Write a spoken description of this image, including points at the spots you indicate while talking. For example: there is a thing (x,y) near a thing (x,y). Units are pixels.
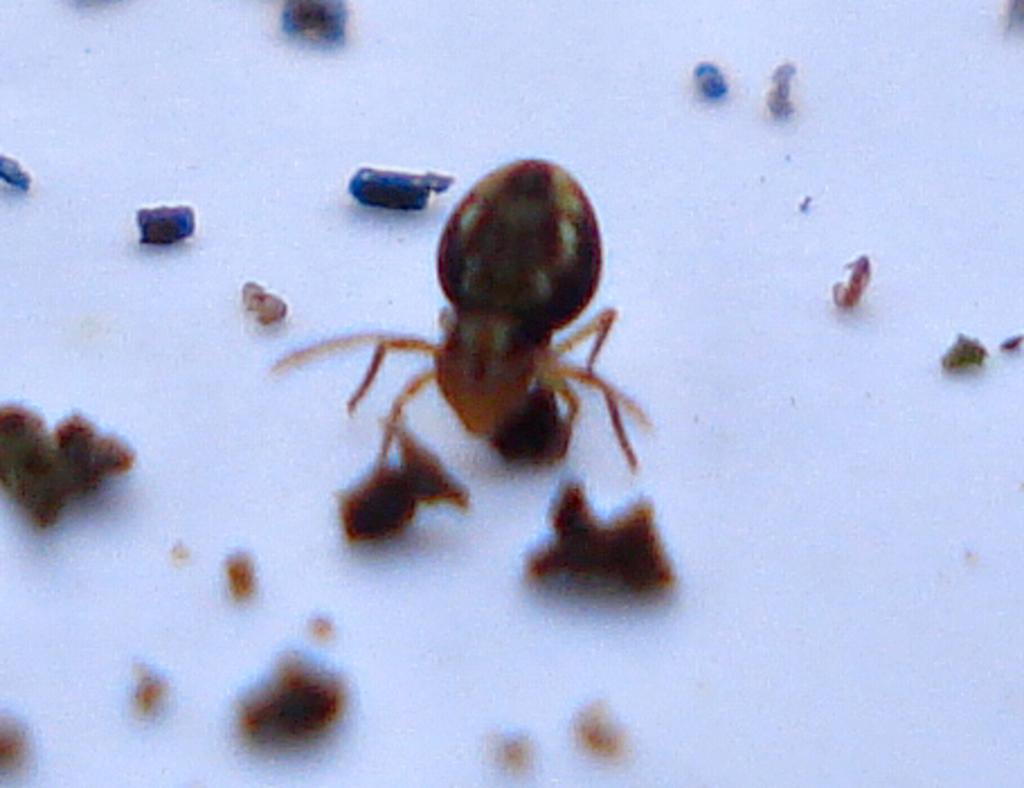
In this image there is white color floor (556,497). There is a bug (519,286). There are few food particles (553,420).
